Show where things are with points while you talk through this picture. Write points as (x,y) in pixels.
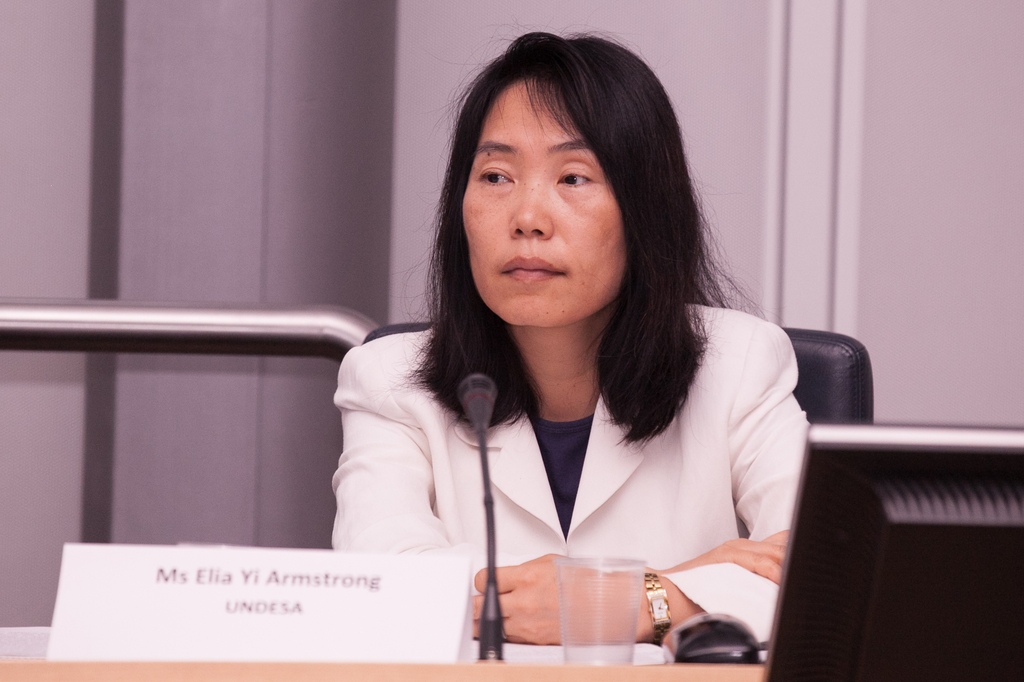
In this image we can see a lady (600,478) wearing watch (667,613). In front of her there is a mic (486,537), name board (444,599), glass (592,616), mouse (707,619) and a monitor (844,574). In the back (250,136) there is a wall (218,157). And she is sitting on a chair (829,418). And there is a steel rod (253,343).
